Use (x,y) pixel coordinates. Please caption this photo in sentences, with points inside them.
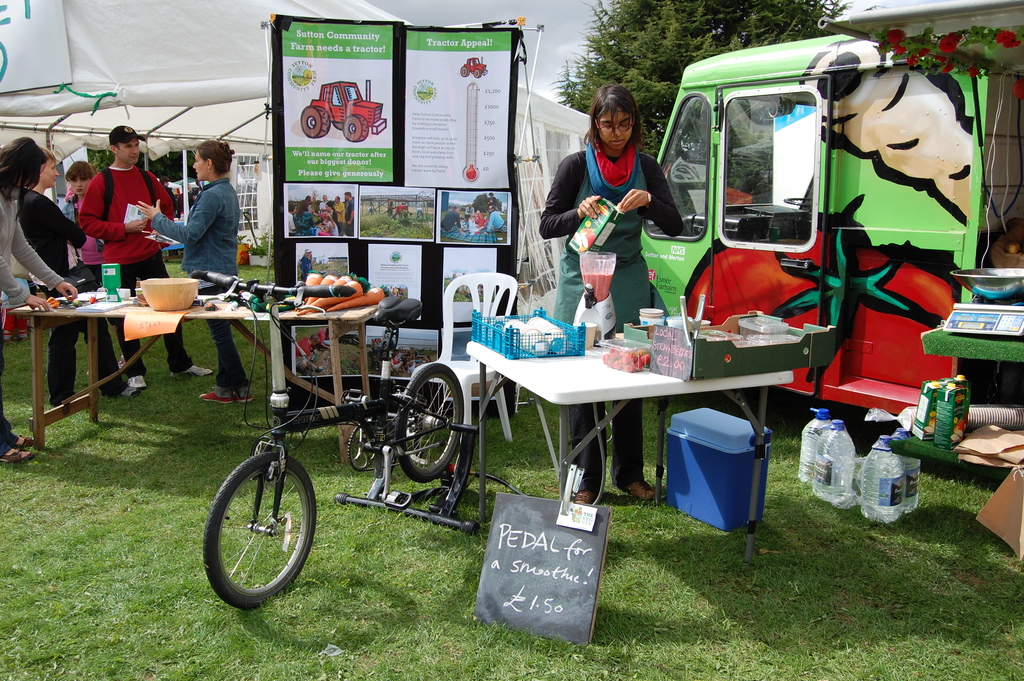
This picture shows a truck (750,178) and we see a woman (673,234) and we see few vessels (633,339) and a blender (586,317) on the table (764,386) and we see few water cans (820,422) and few people (75,212) standing on the side and we see a hoarding (292,58) and a bicycle (330,296) and we see few carrots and a bowl (153,304) on the other table (351,310) and we see green grass (715,577) and a tree (759,34) on the back (698,38).
